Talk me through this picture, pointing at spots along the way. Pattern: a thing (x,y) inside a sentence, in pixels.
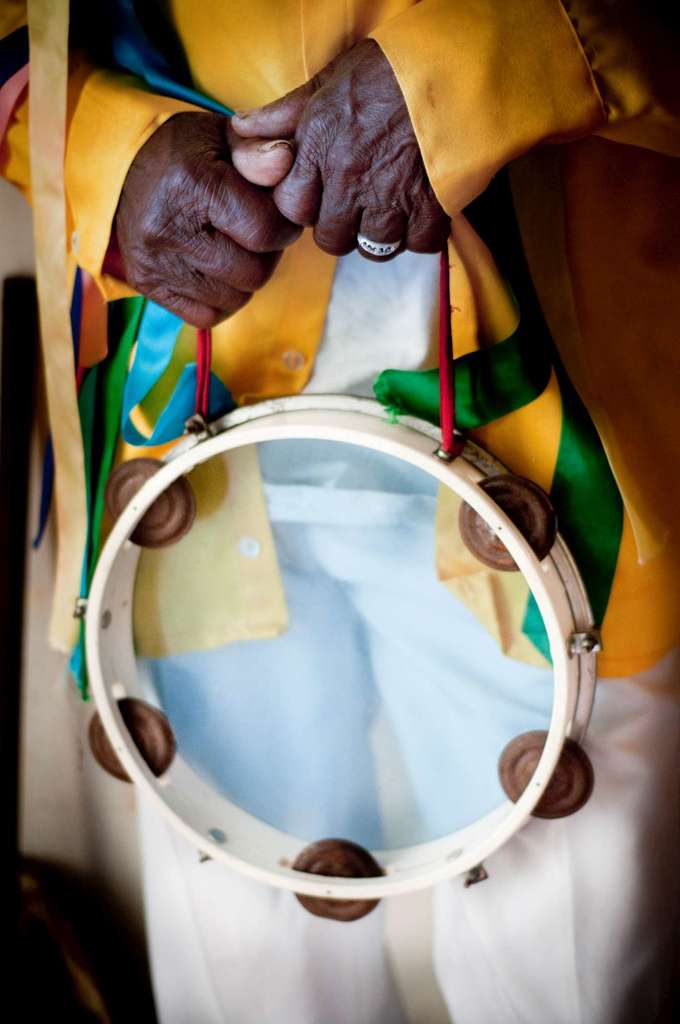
In this image, we can see a person (440,140) holding a musical instrument (582,634).
